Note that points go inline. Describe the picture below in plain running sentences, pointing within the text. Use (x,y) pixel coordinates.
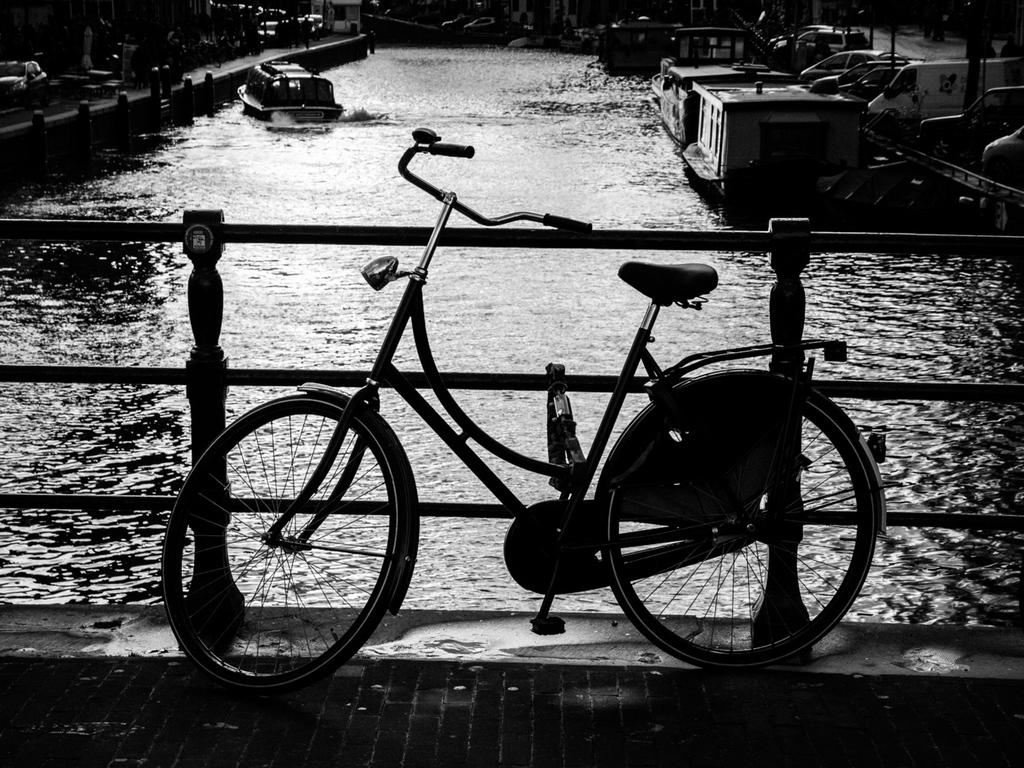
In this image I can see the bridge (446,725), the railing (201,370) and a bicycle (708,532) on the bridge (470,753). I can see the water (604,138), few boats (676,101) on the surface of the water (470,106) and few vehicles (872,62) on both sides of the water (552,152).
